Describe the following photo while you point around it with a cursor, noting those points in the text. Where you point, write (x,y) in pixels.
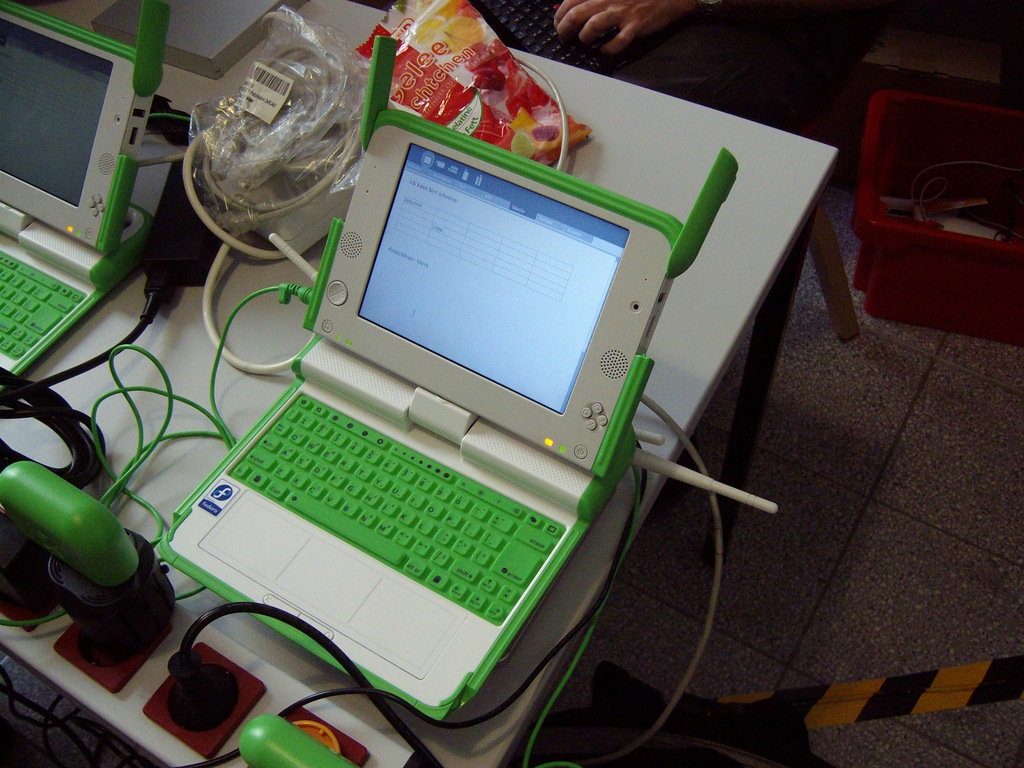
In this picture we can see a table (724,271) here, there are two laptops (339,250), wires (129,406), a plastic cover (328,120) and a switch board (144,664), present on the table (220,393), we can see a person's hand (628,34) here.
